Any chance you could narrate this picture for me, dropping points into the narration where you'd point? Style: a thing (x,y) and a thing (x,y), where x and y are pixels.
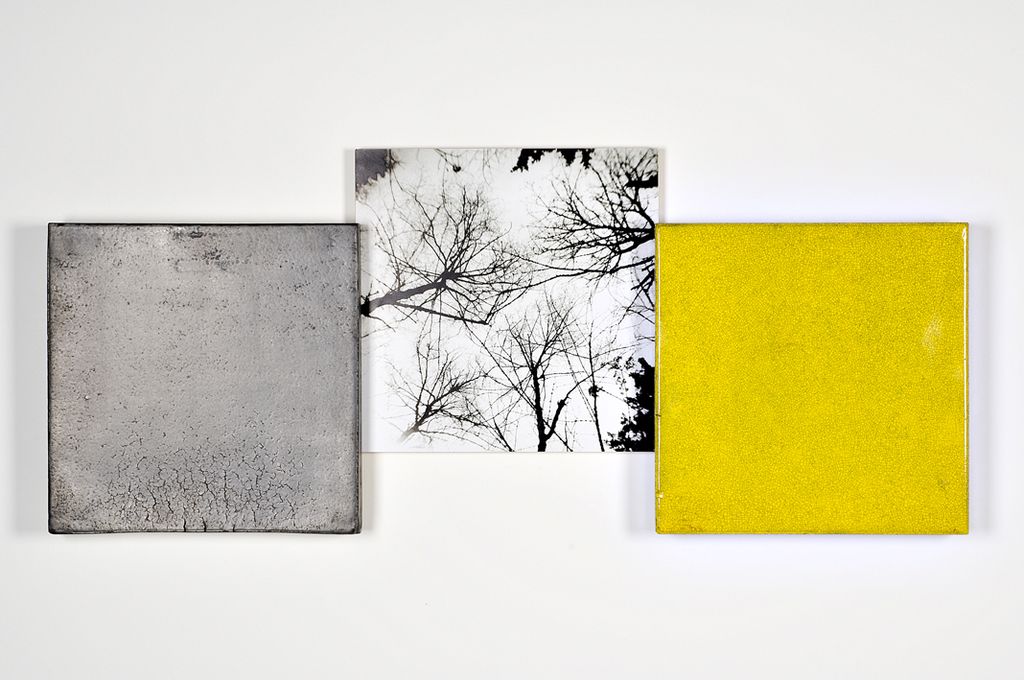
In the picture I can see the painting frames (351,422) on the wall (673,218).
